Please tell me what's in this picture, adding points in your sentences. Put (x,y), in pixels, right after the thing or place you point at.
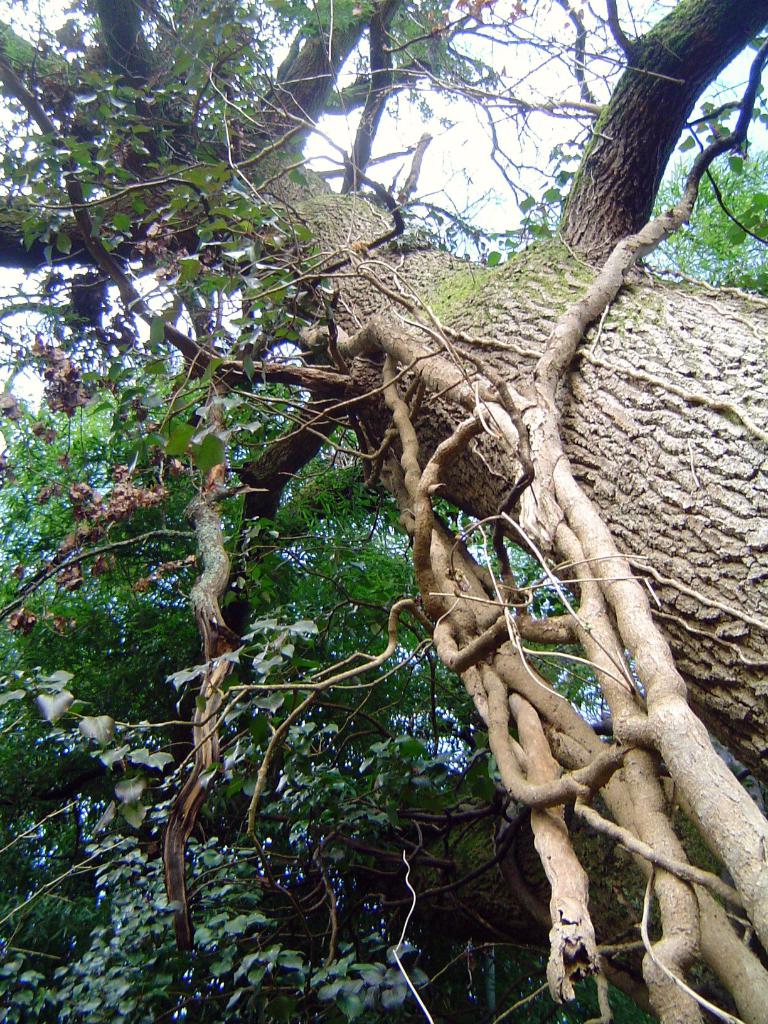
This picture shows few trees (336,582).
